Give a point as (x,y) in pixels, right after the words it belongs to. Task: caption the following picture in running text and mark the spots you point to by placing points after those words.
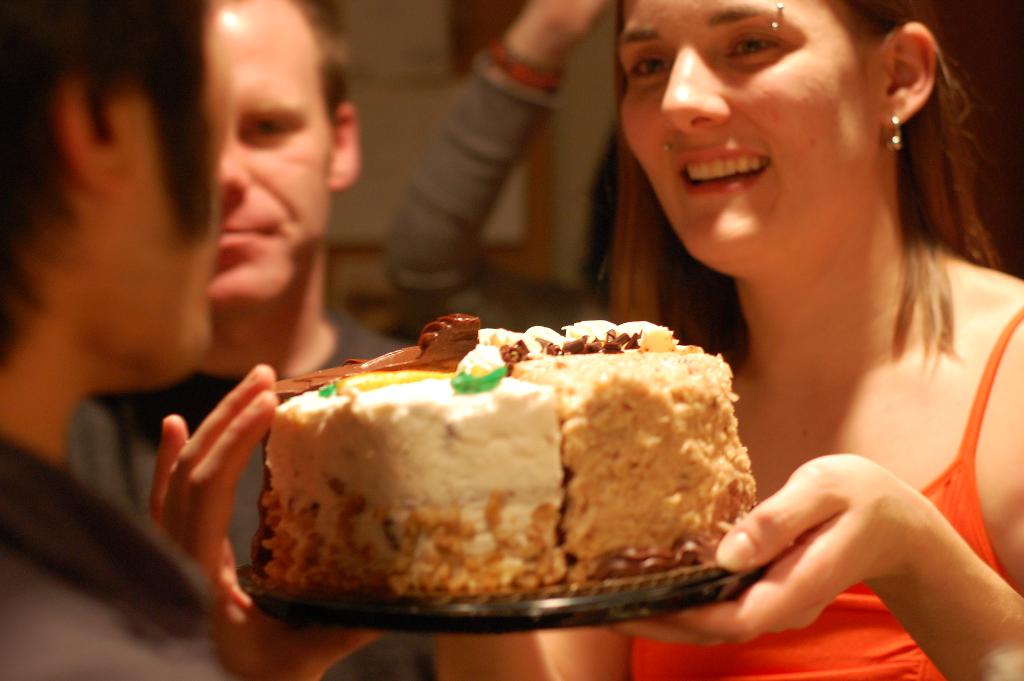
In the picture I can see people (175,413) among them a woman (790,266) is holding a cake (559,562) in hands (693,621). The background of the image (527,173) is blurred.
